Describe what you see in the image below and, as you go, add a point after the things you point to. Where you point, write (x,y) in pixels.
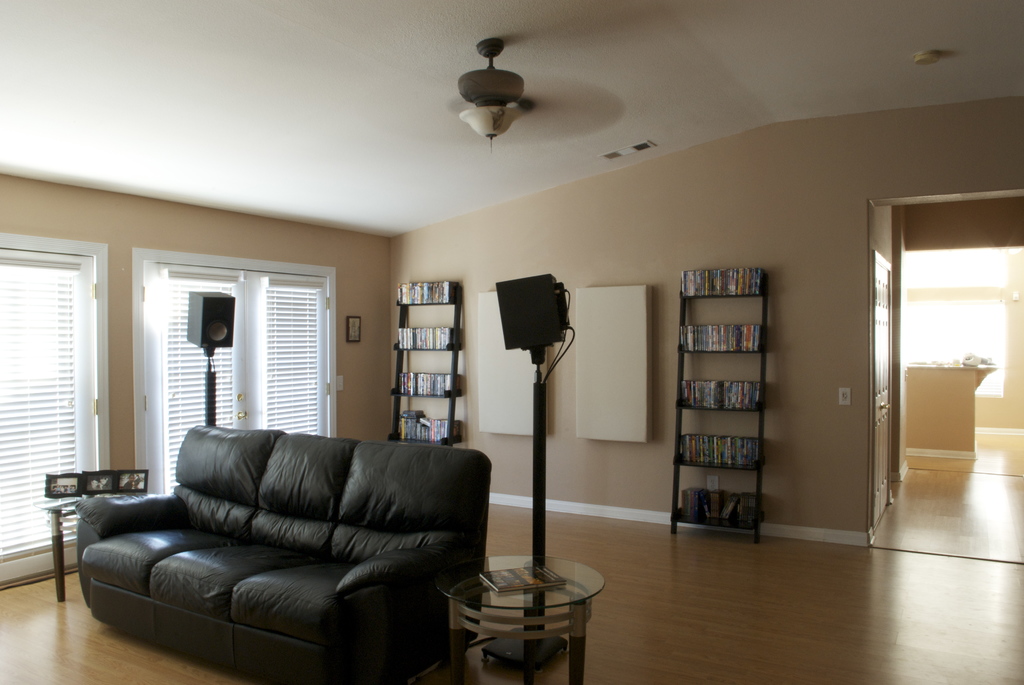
This is sofa (306,559) and this is fan (476,123), this is wall (709,308) to the wall (493,252) there is shelf (735,370) which are containing books (736,385), this is table (541,591), this is window (286,353).
